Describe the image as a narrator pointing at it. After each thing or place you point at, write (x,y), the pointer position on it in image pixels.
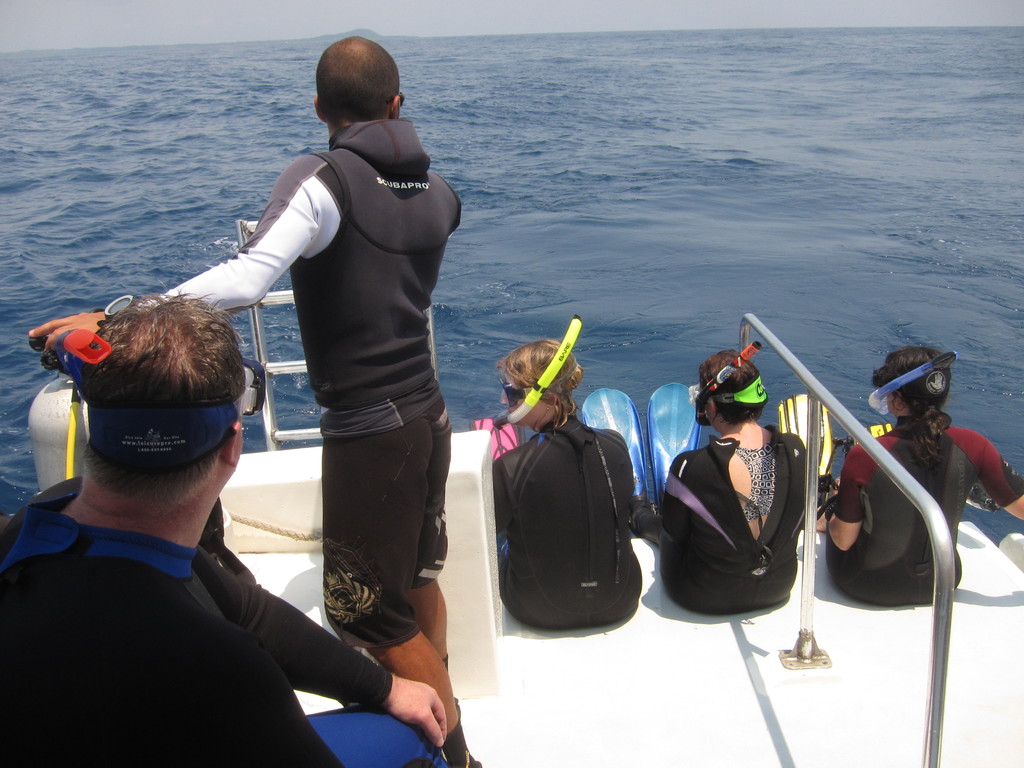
In this image there are people (673,527) on the boat (1008,706) which is sailing on the surface of the water (639,279). Top of the image (760,5) there is sky (642,17). Left side (313,327) there is a person (373,237) standing. He is wearing a jacket (378,277).
